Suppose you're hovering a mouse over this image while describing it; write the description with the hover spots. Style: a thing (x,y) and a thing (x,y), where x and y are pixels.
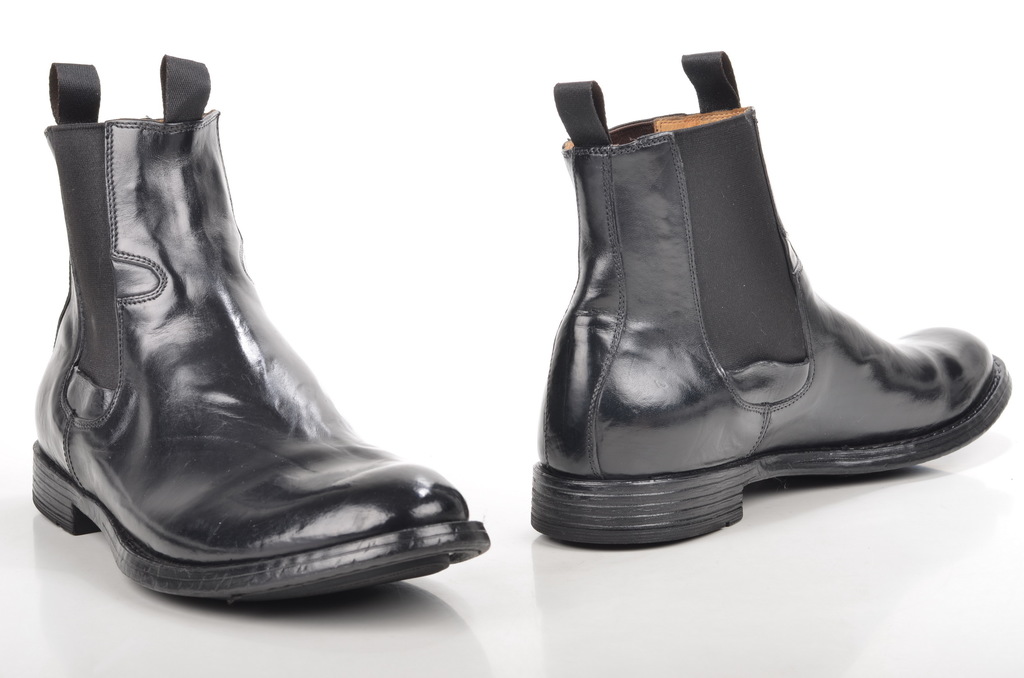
In the picture there are two black boots (701,137) and the background of the boots (126,242) is in white color.
